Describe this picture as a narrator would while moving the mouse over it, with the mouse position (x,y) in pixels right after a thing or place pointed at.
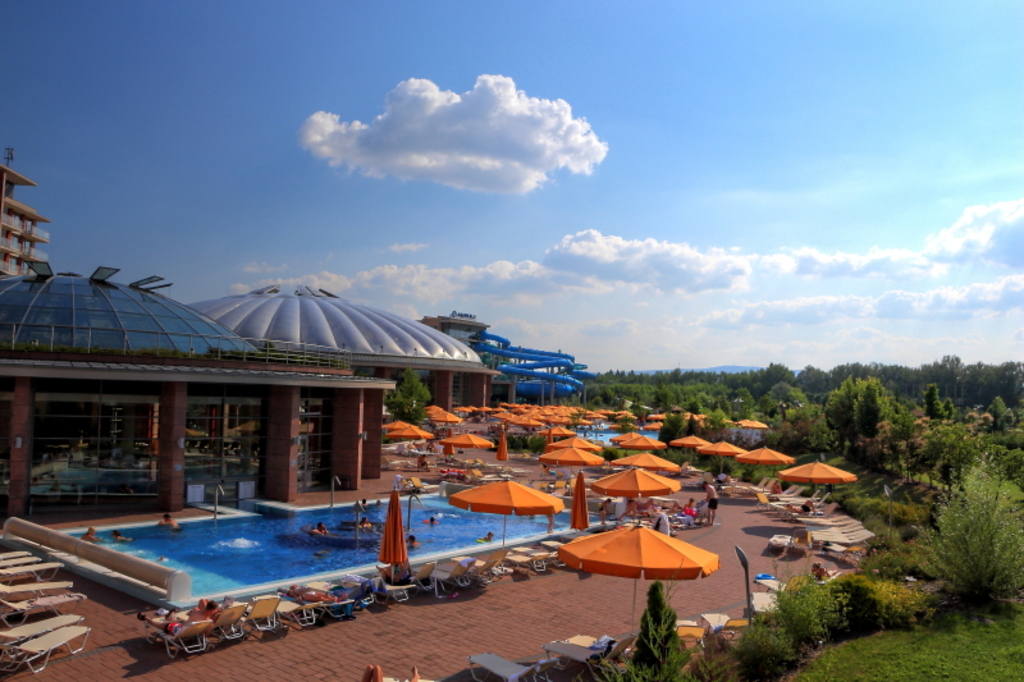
In this picture I can see buildings (176,328), few umbrellas (559,424), chairs (511,661) and I can see few people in the swimming pool (250,538) and few people (168,624) on the chairs (777,579) and I can see a slider (536,377), few trees (877,394), plants (904,554) and a blue cloudy sky (551,147).
